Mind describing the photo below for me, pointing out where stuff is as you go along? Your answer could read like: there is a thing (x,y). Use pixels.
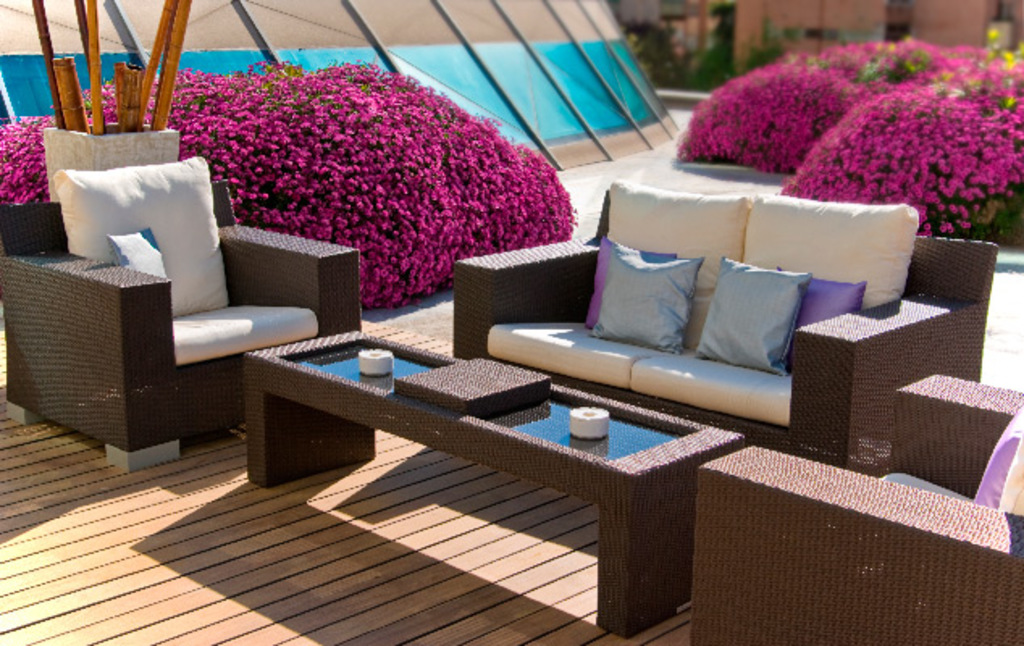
Completely an outdoor picture. These are plants (927,80) with flowers (375,178). We can able to see couch (509,331) with pillows (767,289). On this table (574,468) there is a box (485,387). A planter (142,136) with bamboo (145,101).
